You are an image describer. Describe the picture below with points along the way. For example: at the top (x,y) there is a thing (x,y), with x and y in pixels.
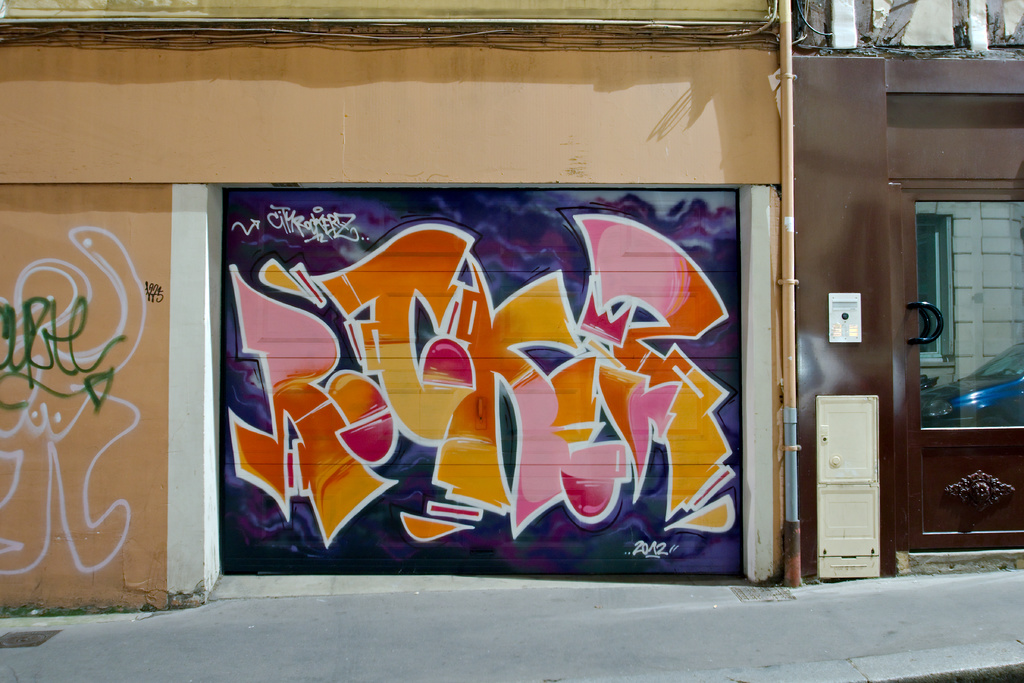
In this image we can see graffiti painting (240,251) on the walls (139,297), on the right side of the image (919,416) there is a door (1001,453) and we can see the reflection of the car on the glass window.
